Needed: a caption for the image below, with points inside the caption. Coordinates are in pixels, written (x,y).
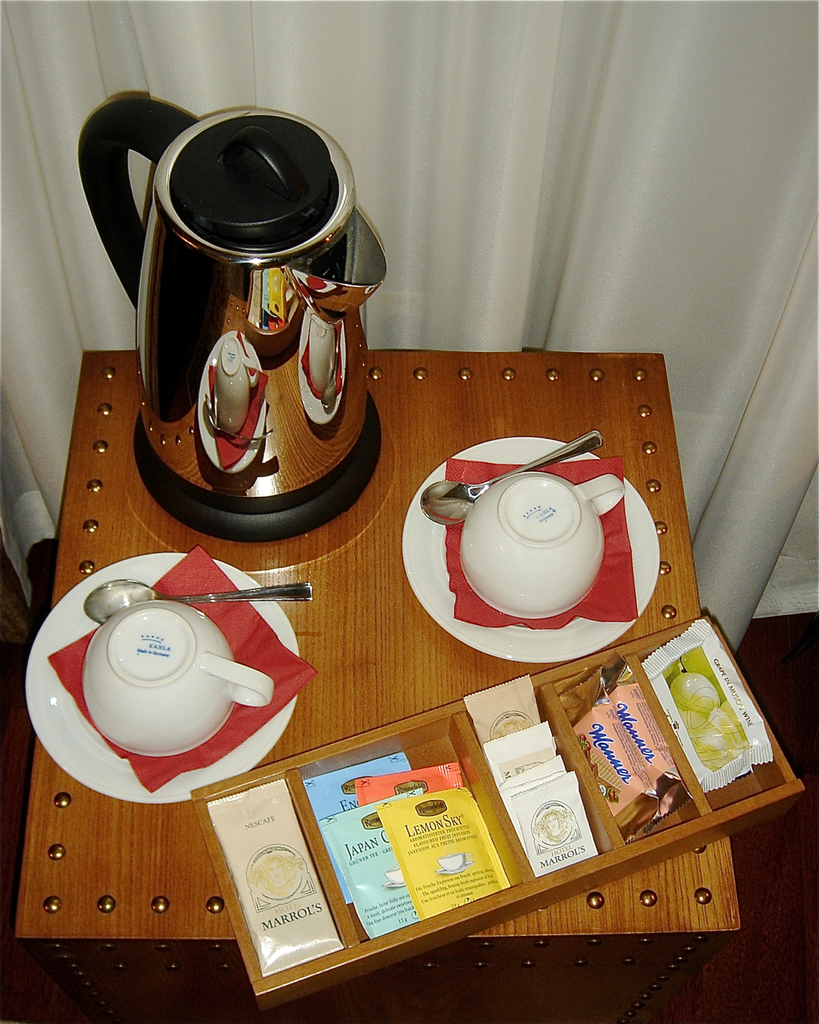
In this image we can see a kettle (223,364), cups (96,649) and spoons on the saucers (78,775), packets (289,802) in a wooden box (202,788) on the platform (324,532) and we can see a curtain (468,152).
